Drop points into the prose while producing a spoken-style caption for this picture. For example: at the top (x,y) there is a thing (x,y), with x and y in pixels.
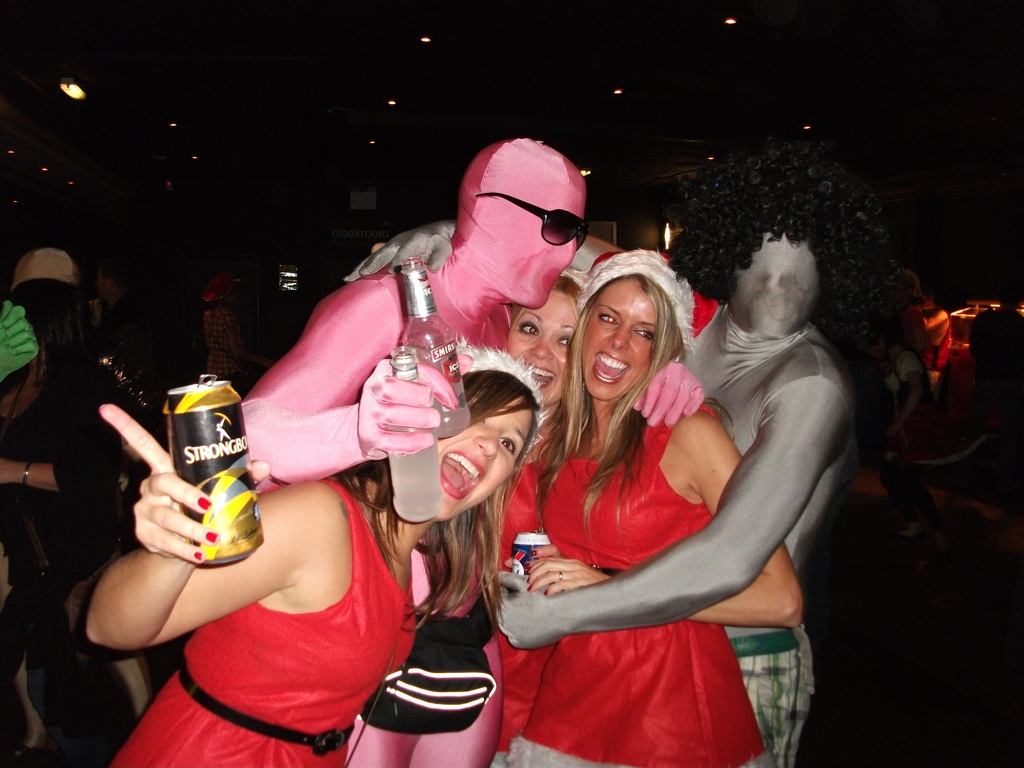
In this image I can see the group (395,416) standing. Among them one person (405,320) is holding bottle (421,323) and another one (235,577) is holding tin (226,499). At the backside of them there are people (103,325) standing. In the top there are some lights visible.
